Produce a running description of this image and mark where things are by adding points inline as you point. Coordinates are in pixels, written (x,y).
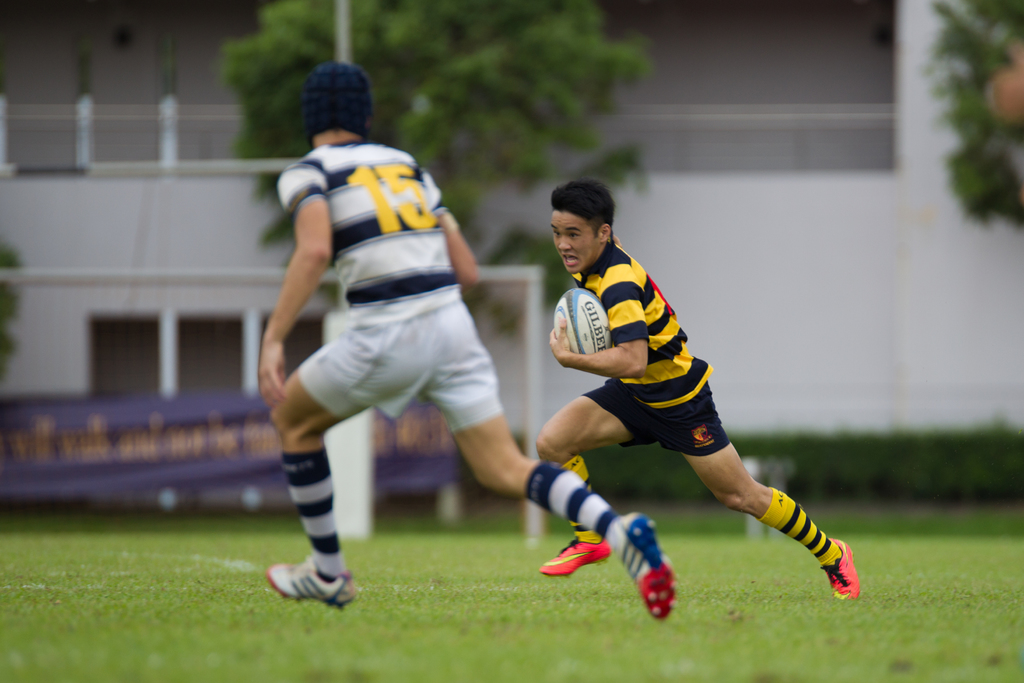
In this picture there are two boys (752,494) in the ground (126,570), they are playing the game and there are some trees (267,22) around the area of the image, the floor (204,639) on which they are playing is grass floor (168,560).
